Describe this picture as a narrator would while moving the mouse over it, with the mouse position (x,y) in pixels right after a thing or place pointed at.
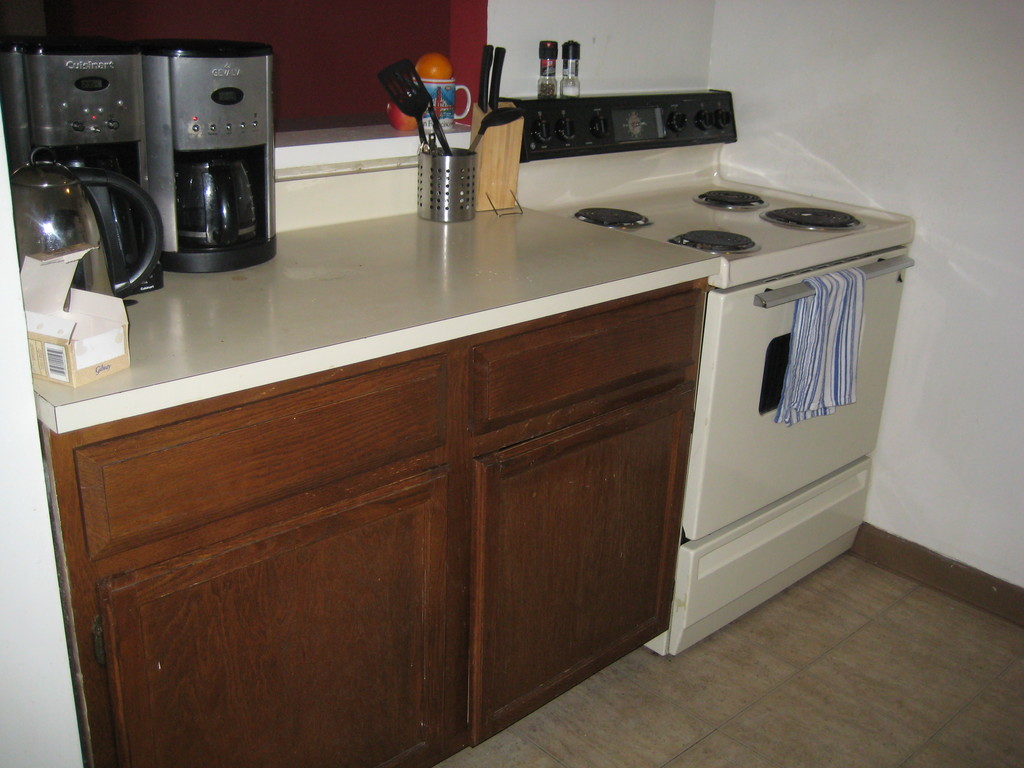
In this picture we can see a machine (131,143), kettle (66,200), box (104,314), cup (451,81) and other things (487,76) on the countertop (360,291), beside to the countertop (427,274) we can find stove (573,157) and a oven (880,341).
